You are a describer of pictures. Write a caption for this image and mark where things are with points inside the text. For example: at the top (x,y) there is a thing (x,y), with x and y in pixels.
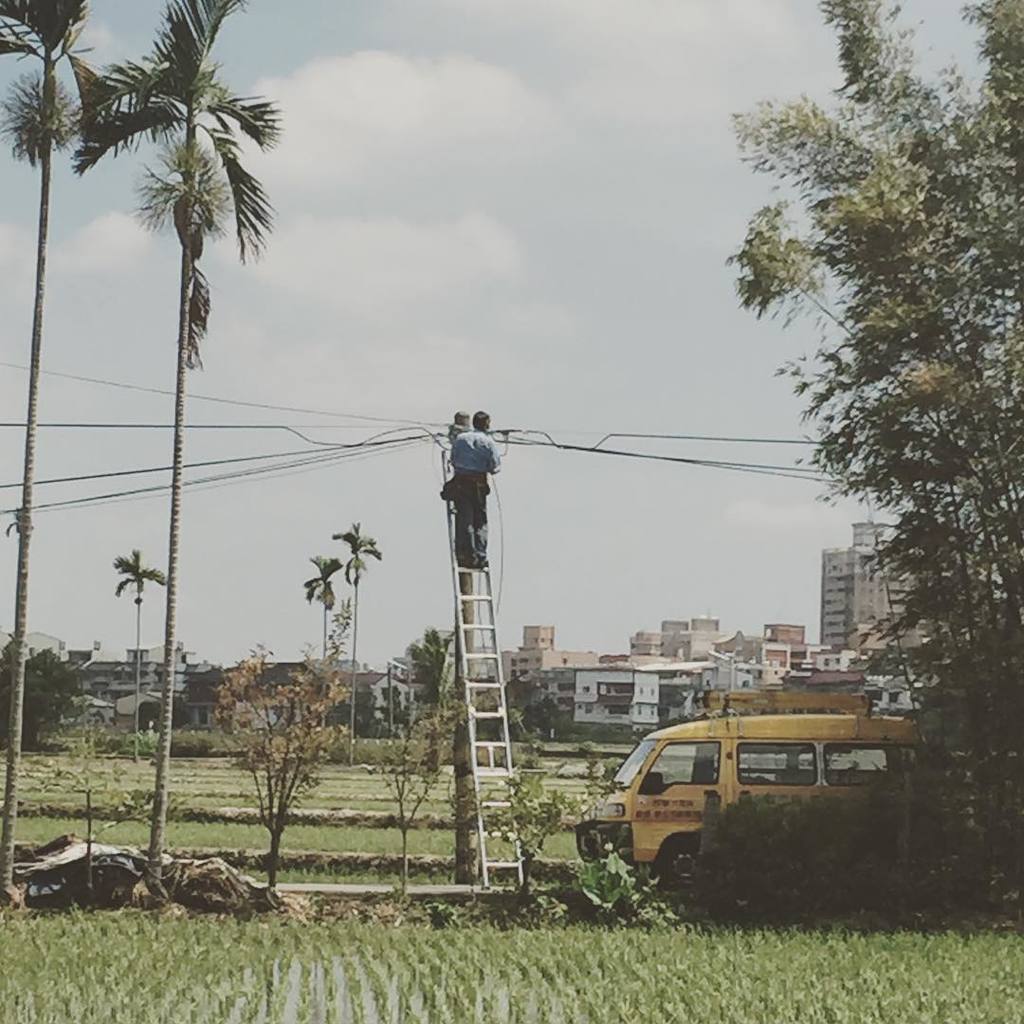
As we can see in the image, there are a lot of trees (953,583), a man (467,518) on ladder (499,768), van (702,787), in the front (616,989) there is a grass (605,978). In the background (592,707) there are few buildings (589,670) and on the top (511,199) there is a sky (519,206).
